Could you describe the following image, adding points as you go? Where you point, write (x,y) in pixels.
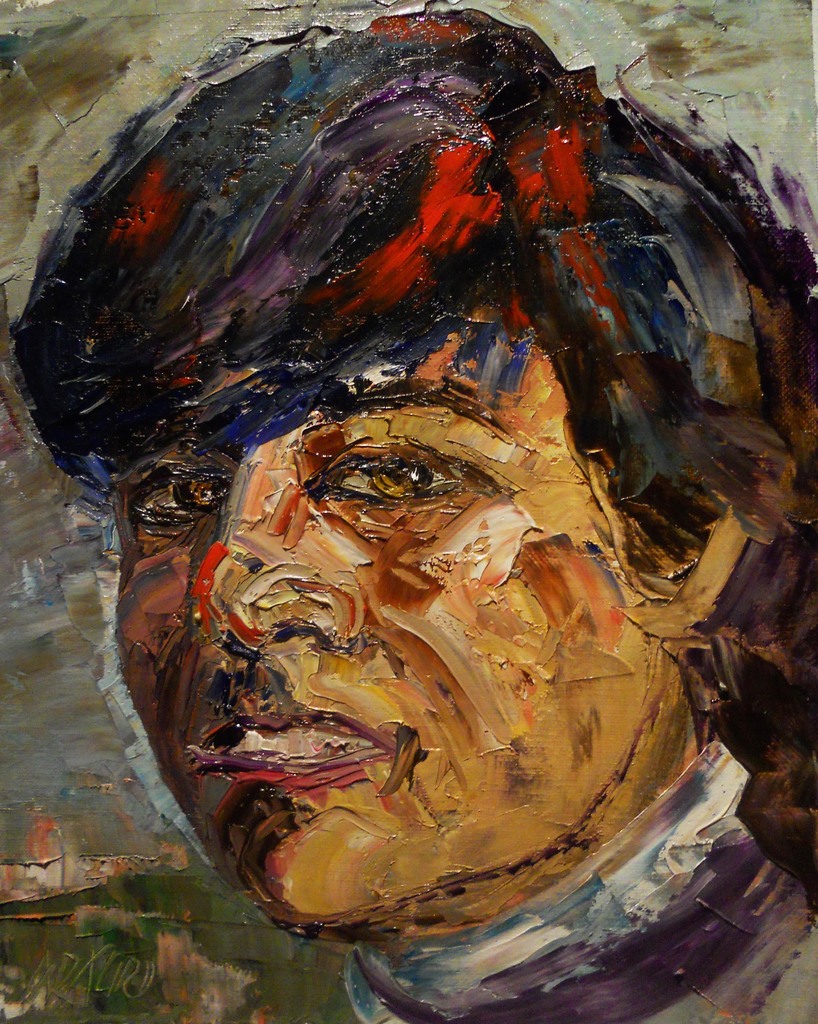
In this image we can see the painting (425,498) of a person (548,662).
